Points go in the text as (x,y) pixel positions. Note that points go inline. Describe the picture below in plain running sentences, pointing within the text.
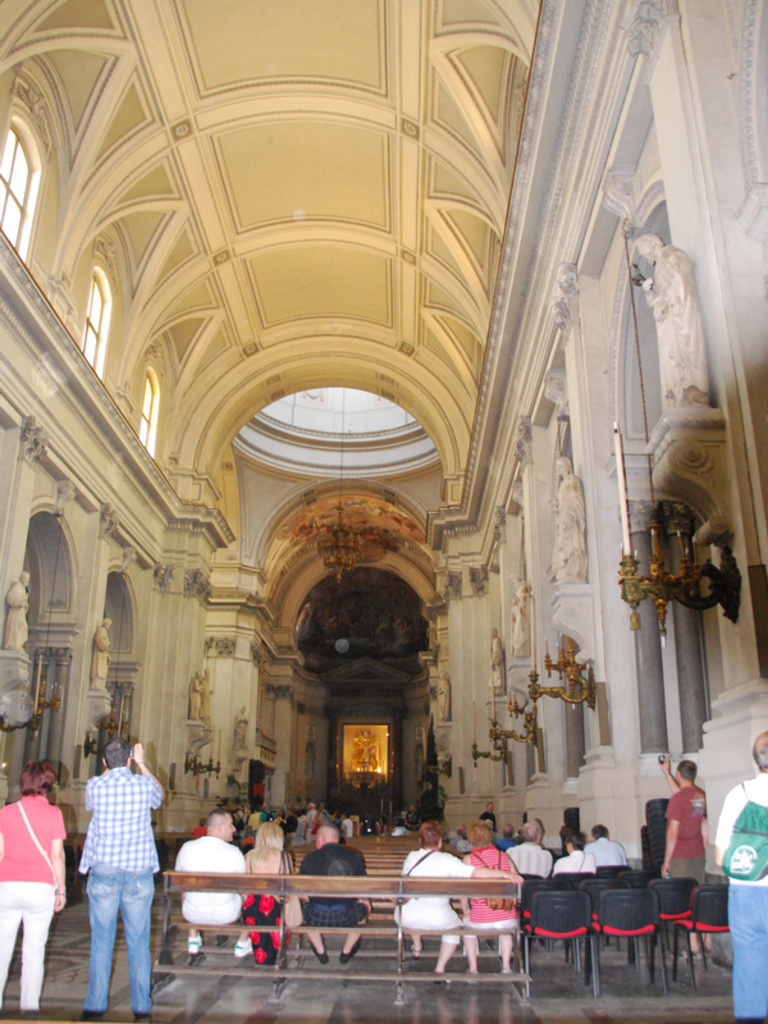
This image is taken from inside. In this image there are a few people (306,859) sitting on the chairs (531,889) and benches (385,886) and few are standing. In the background (565,737) there is a wall (74,643) with some structures (12,607) on it. At the top of the image (286,331) there is a ceiling (291,378) and dome (358,438).
